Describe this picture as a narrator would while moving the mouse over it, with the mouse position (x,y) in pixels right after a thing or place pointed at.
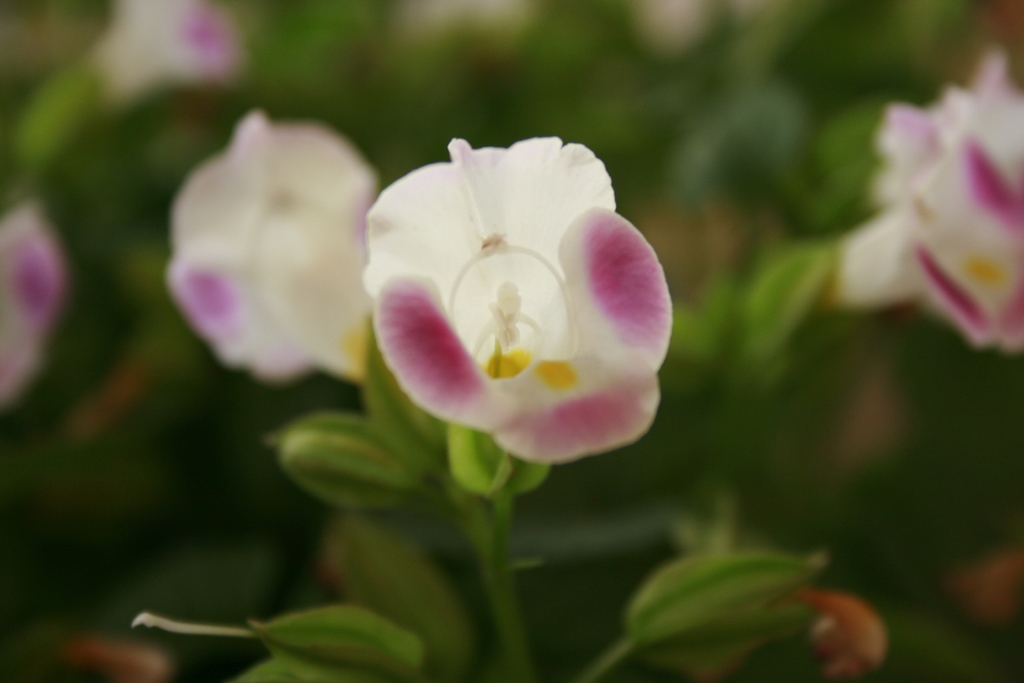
In the image we can see there is a flower (449,333) on the plant (455,428) and behind the image is blurred.
